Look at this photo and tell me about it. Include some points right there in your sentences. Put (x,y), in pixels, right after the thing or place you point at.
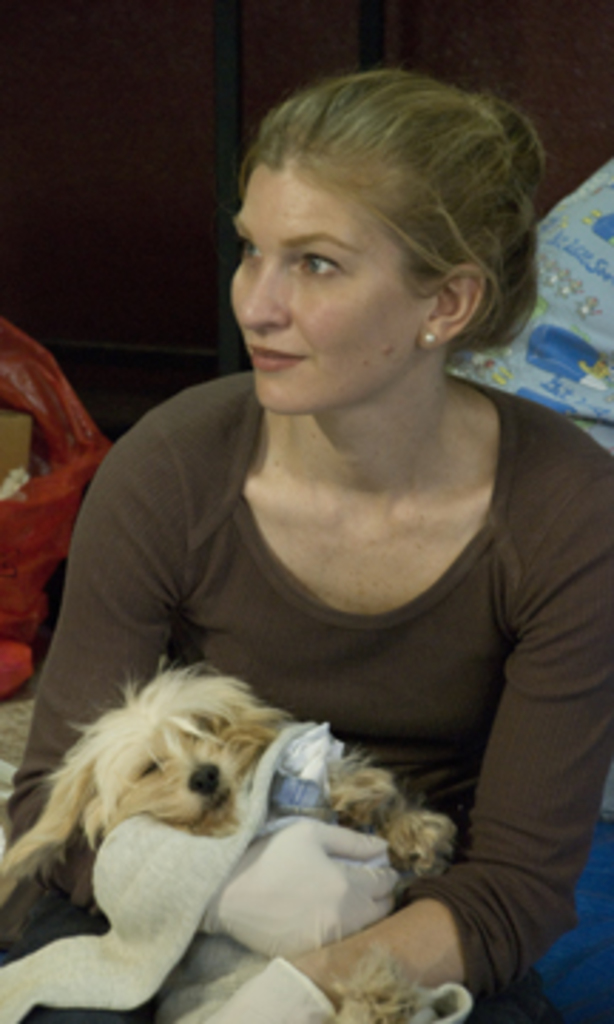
A woman (381,348) is sitting wearing a brown t shirt (471,879) and gloves (270,917). She is holding a dog (198,822).
